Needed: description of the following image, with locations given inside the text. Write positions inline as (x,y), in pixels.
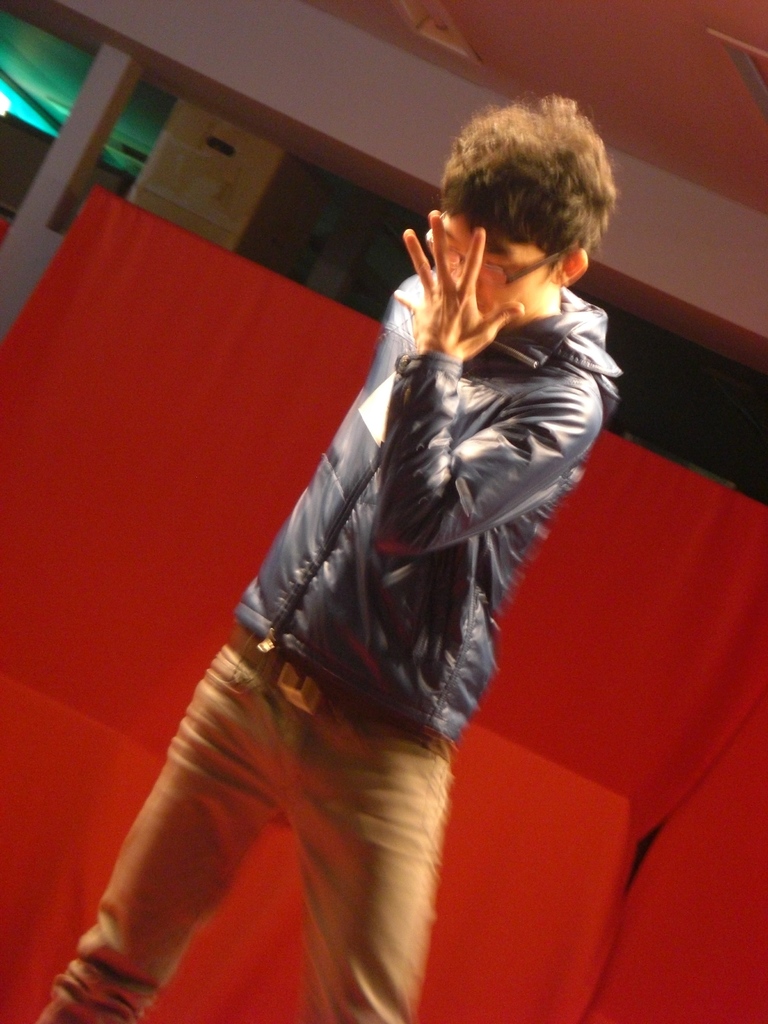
In the middle of the image (324,586) a boy (234,766) is standing. In the background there is a wall (340,99). There is a pillar (84,146) and there is a red colored cloth (141,692). At the top of the image (563,44) there is a roof (571,53).
